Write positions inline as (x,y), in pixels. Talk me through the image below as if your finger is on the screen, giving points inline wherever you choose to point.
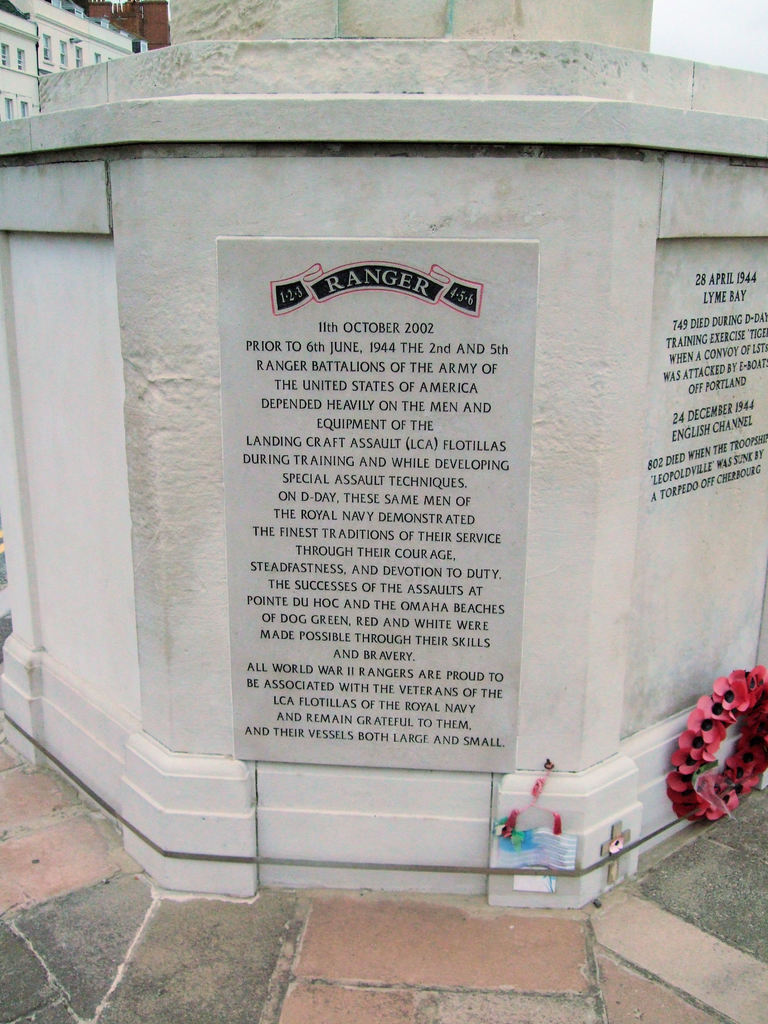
In this image we can see memorials (474,763) on a platform (334,969) and at the bottom (751,763) we can see a garland (739,754), cross symbol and objects (561,847) on the platform (498,928). In the background (96,28) there are buildings (106,32), windows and sky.
